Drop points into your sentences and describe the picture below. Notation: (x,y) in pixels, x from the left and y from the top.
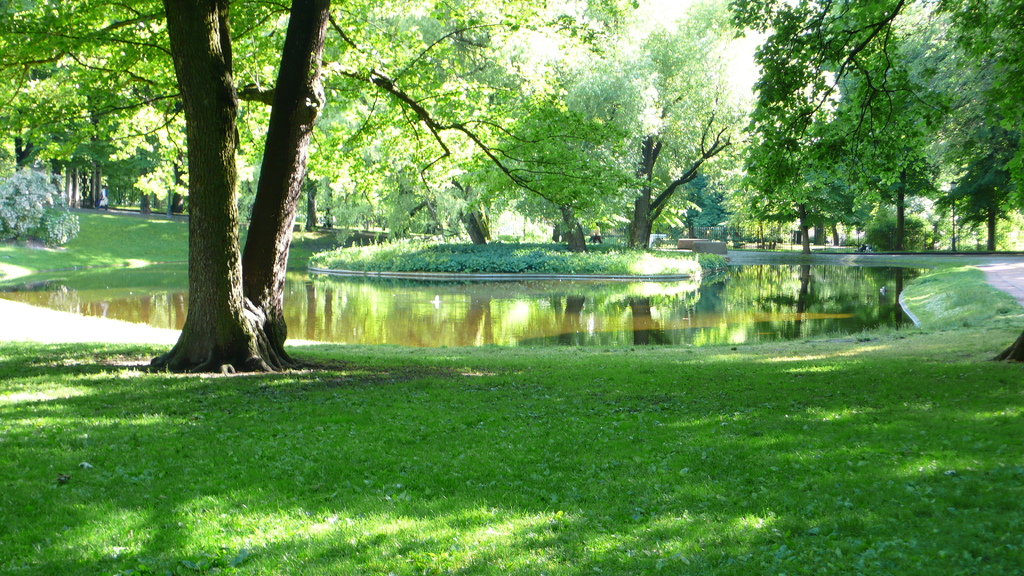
In this image I can see an open grass ground (657,545) and on it I can see number of trees (243,354). I can also see water (746,325) in the centre of the ground (164,261).
